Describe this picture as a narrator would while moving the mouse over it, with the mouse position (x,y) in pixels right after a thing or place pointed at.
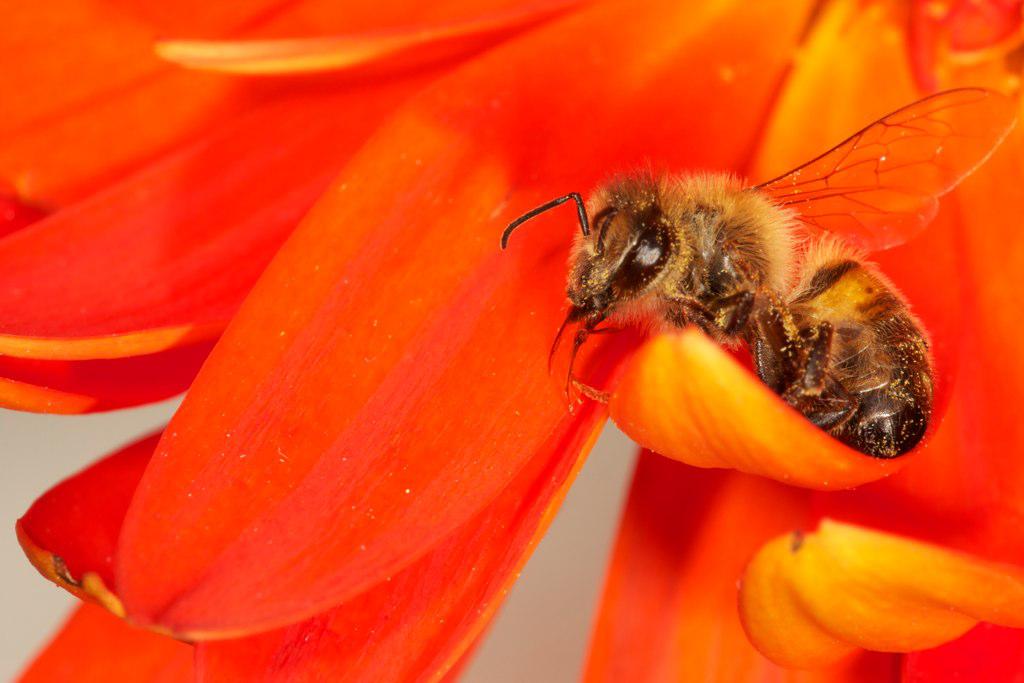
In this image I can see a bee (715,298) on a flower (545,394). This image is taken, may be in a garden (486,678).
